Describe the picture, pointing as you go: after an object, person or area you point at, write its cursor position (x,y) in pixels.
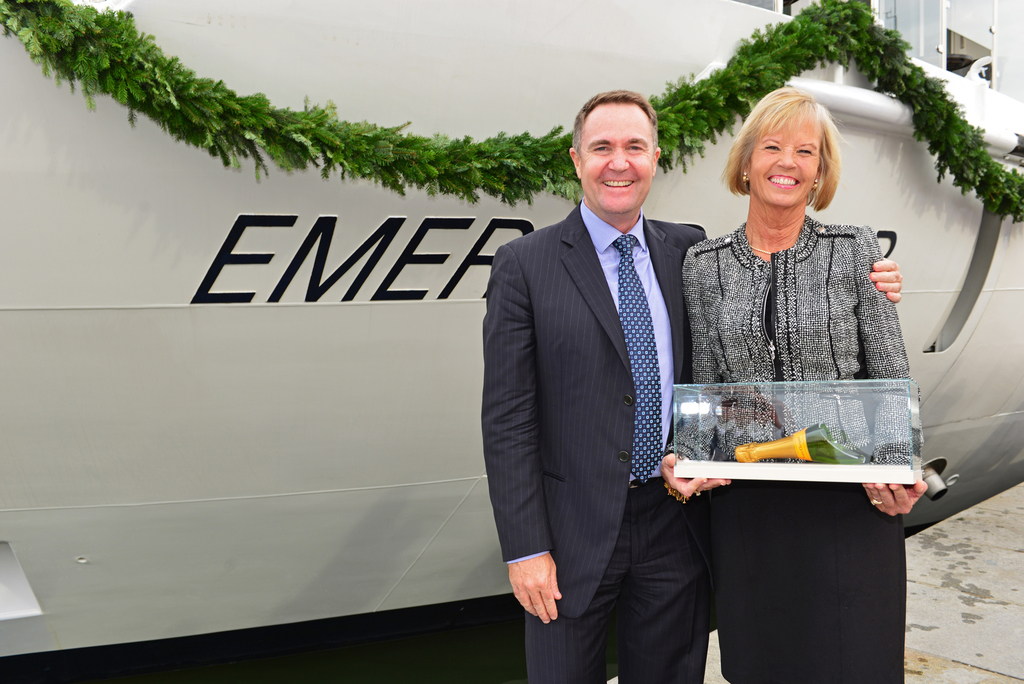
In this image in the foreground (621,321) there is one man (604,476) and one woman (772,566) who are standing and woman (830,567) is holding a glass box (763,404). In the background (310,153) there is some vehicle (442,112) and a garland (531,180), at the bottom (923,583) there is a floor (919,571).
